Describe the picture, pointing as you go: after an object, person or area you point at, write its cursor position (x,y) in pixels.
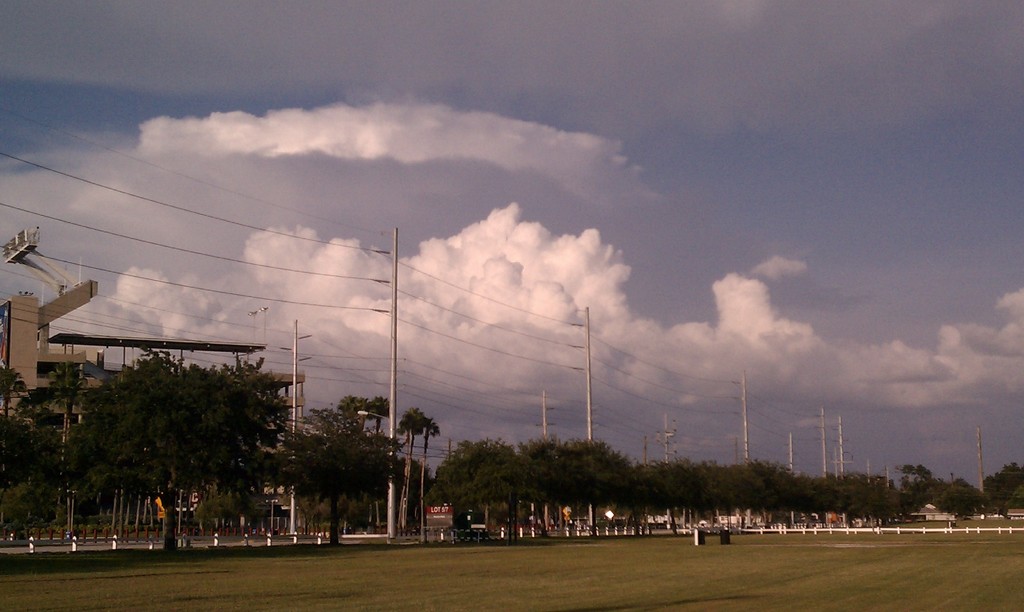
This image is clicked outside. At the bottom (534,576), there is ground (505,573). In the front (727,476), there are many trees (521,461) and poles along with the wires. At the top (487,190), there are clouds (558,317) in the sky (563,347).
